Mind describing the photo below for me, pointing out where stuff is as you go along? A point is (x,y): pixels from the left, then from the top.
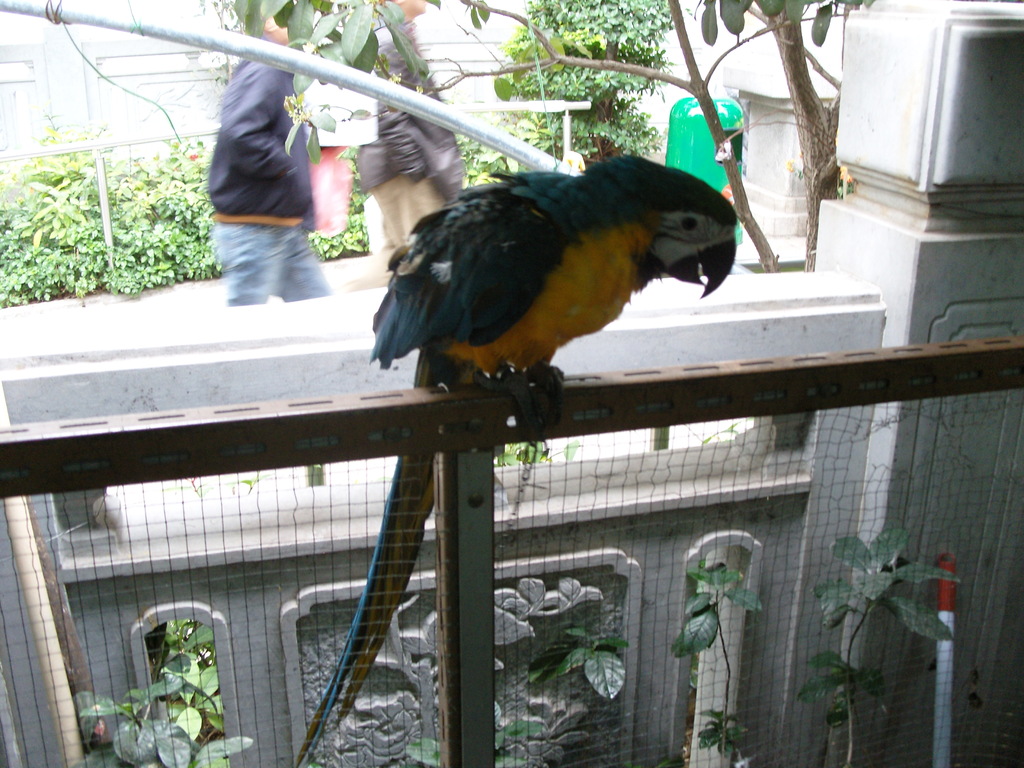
In the picture we can see an iron railing (797,498) with a net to it and on it we can see a parrot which is blue and yellow in color and a black color beak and behind the railing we can see another constructed railing (98,335) and some plants (87,716) in it and behind it, we can see two people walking on the path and behind them we can see a wall (188,69) and near it we can see some plants (230,16).
